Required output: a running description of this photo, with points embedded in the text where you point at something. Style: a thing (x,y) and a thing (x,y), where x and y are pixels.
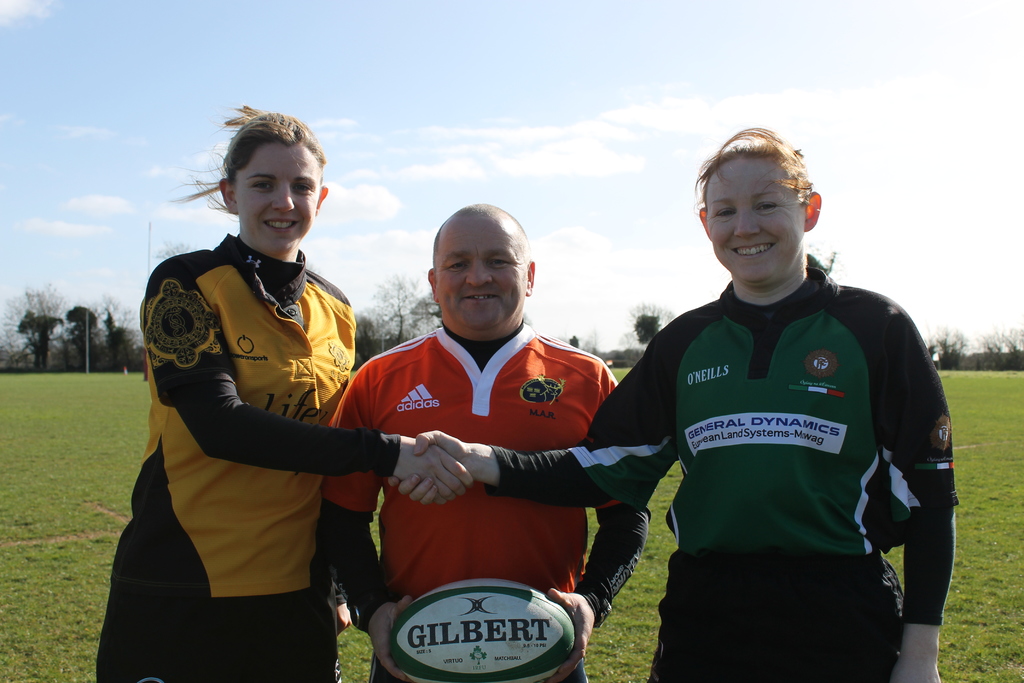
In this image we can see three persons (494,501), two women (414,457) and man (465,426) holding ball (413,643) in his hands (388,631), two women (374,435) shaking their hands (425,439) each other and at the background of the image (410,28) there are some trees (29,322) and clear sky (397,27).
